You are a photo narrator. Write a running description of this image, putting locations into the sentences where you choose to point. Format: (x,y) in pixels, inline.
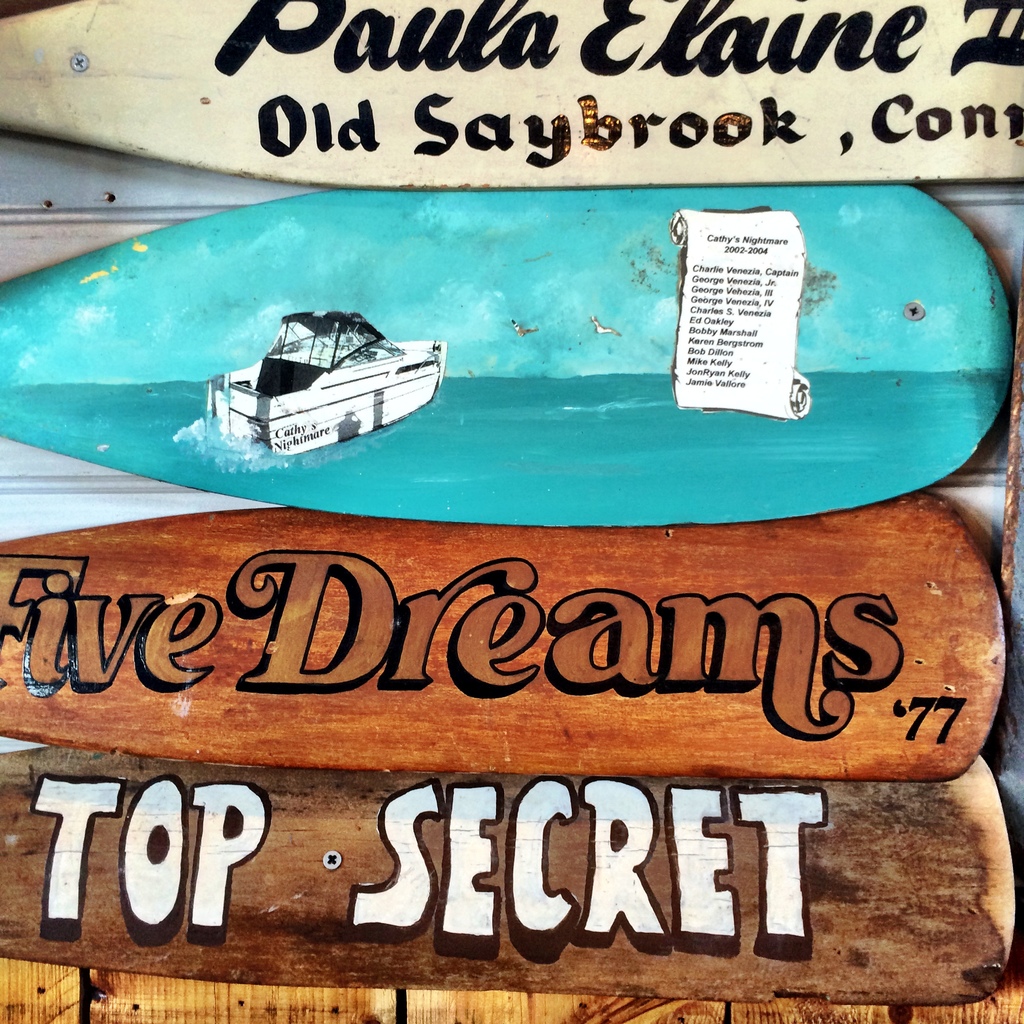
In this picture, we see the wooden boards (452,428) in blue, brown and white color. We see some text (499,595) written on each board (449,327). In the background (113,501), it is white in color and it might be a table (21,196). At the bottom (498,1012), we see a wooden table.
